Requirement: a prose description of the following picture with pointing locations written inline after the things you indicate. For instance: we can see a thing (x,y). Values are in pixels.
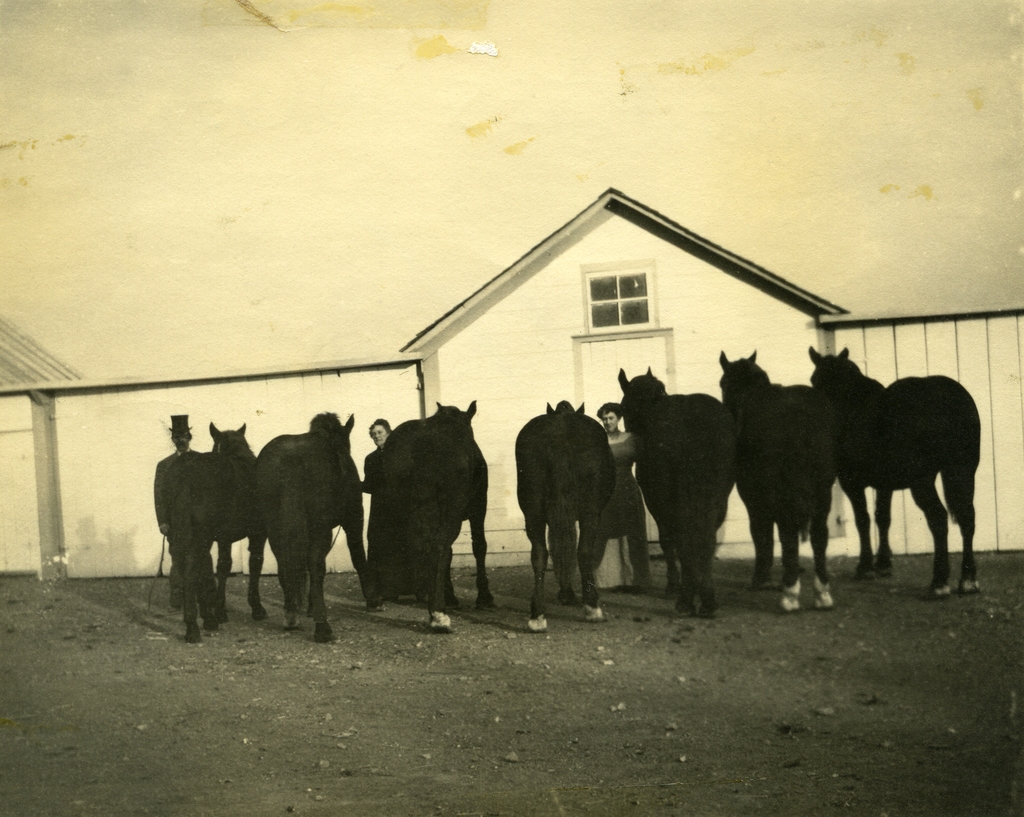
There are three person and animals (682,575). They are holding a animals (587,562). We can see in the background (410,400) wall (579,306), door (584,360) and window (593,278).
